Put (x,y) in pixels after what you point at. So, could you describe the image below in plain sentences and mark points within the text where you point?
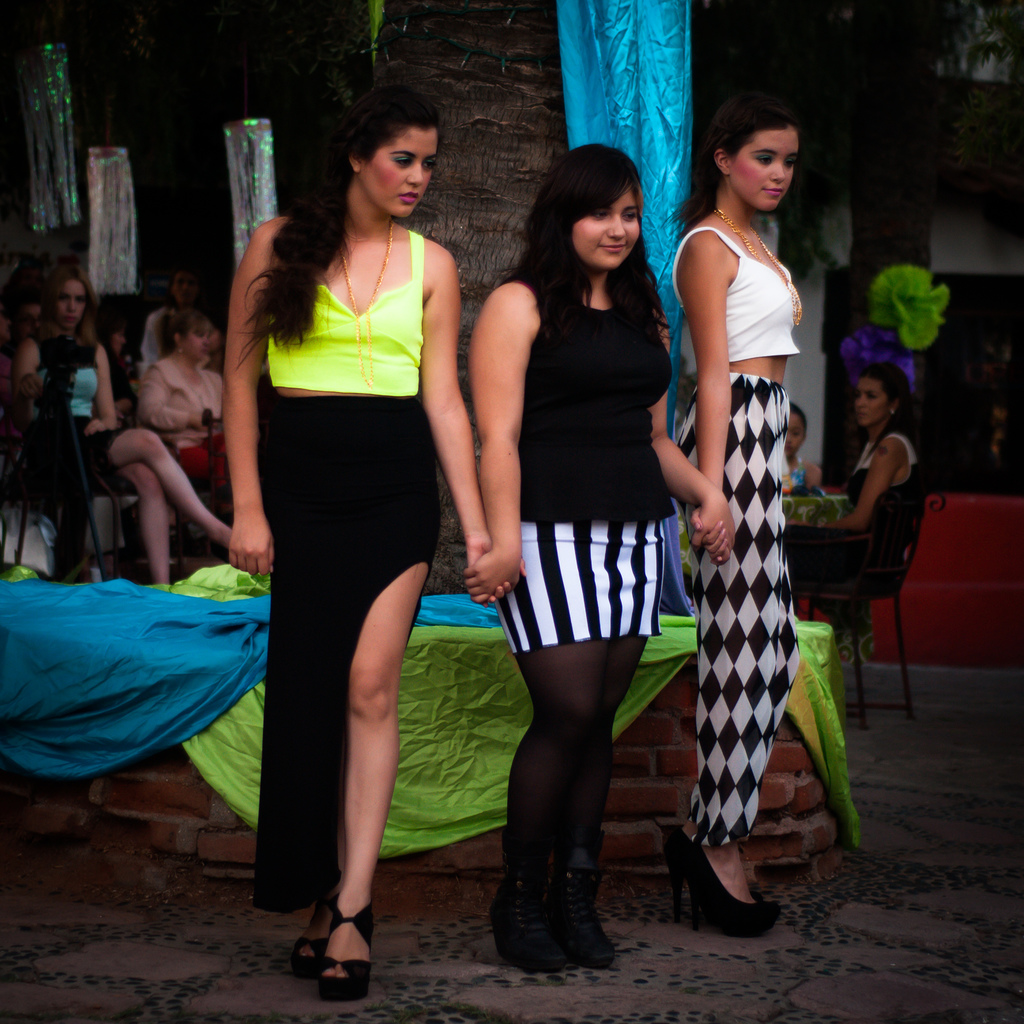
In the middle of the image (631,343) three women (391,122) are standing and smiling. Behind them there is a tree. Behind the tree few people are sitting and watching.
